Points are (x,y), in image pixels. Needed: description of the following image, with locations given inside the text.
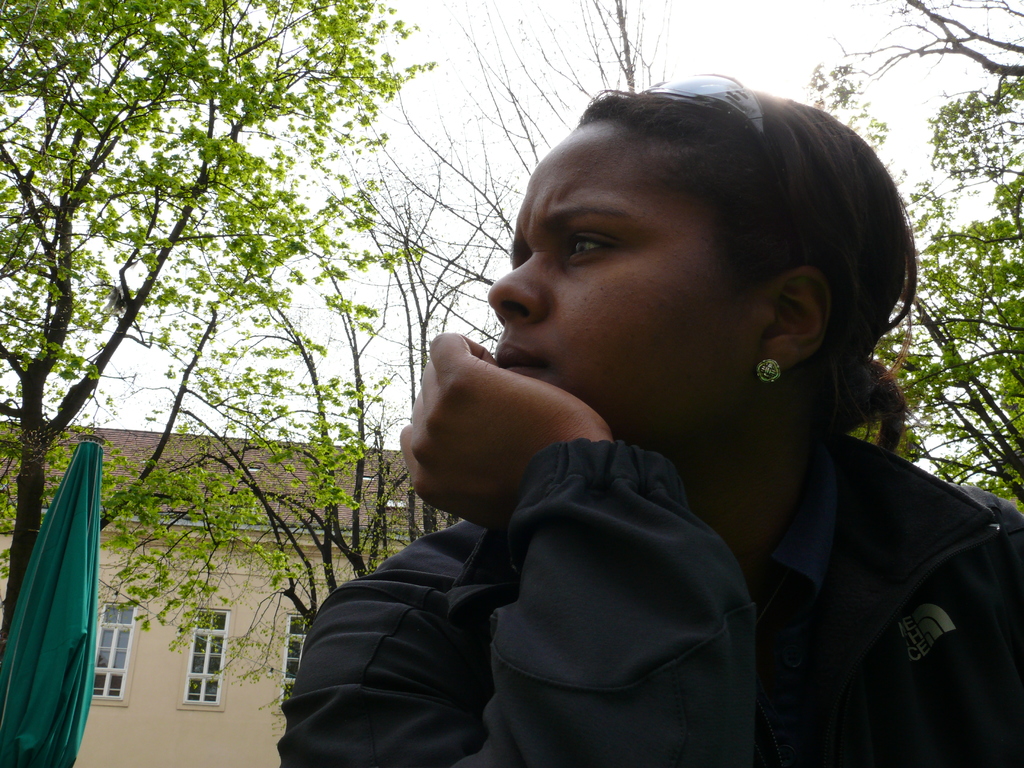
In this picture we can see a woman (597,629) and in the background (13,350) we can see a cloth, house (284,665), trees (324,525), sky (1012,181).
